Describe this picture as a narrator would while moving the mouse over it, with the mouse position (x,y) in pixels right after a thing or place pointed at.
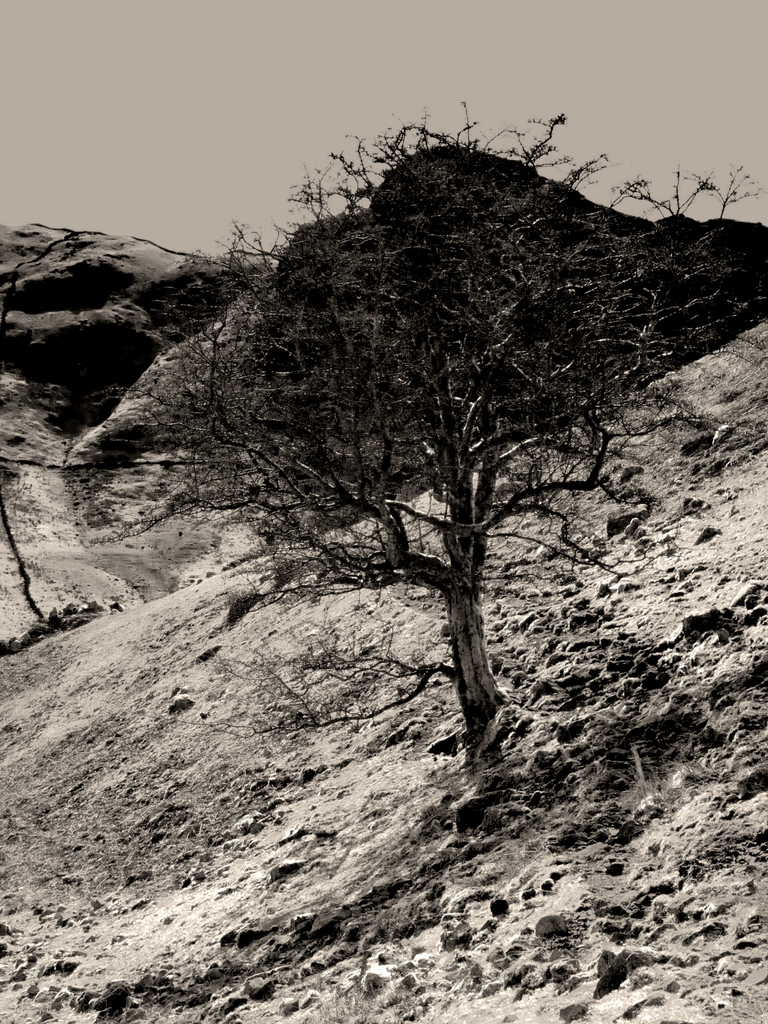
This is black and white image where we can see a tree (477,417) on the sloped land (313,895). Behind the trees (325,363), mountains (26,347) are there.
